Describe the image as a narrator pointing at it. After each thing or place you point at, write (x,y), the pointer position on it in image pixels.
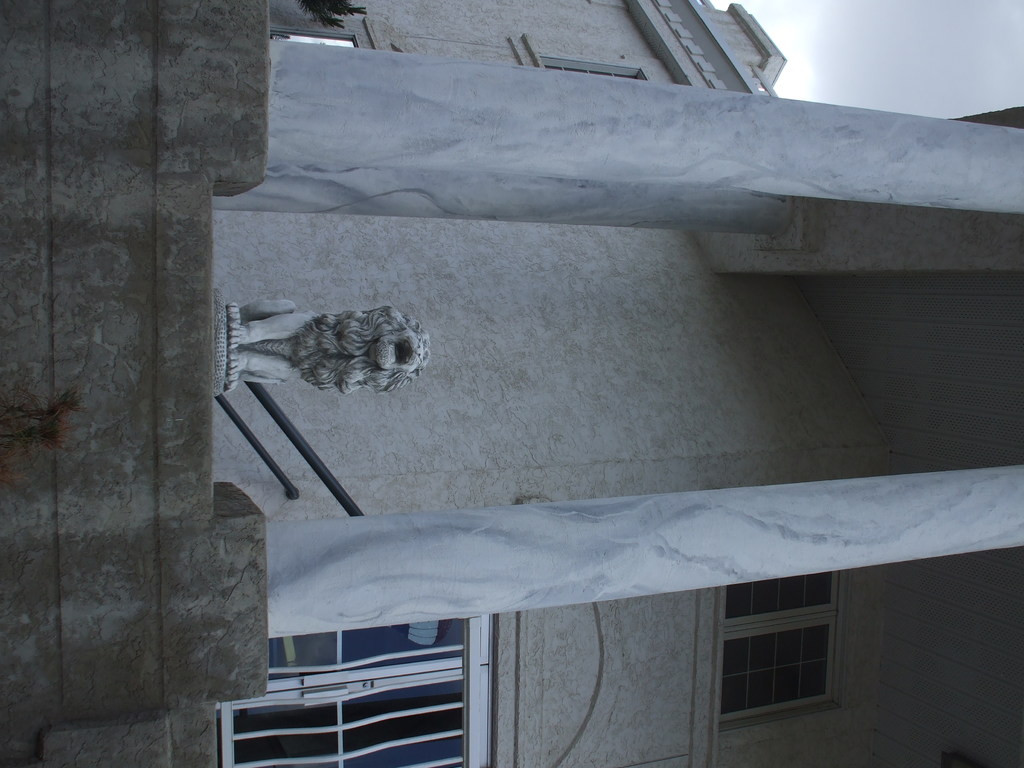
In this picture there is a building (485,475) and in the foreground (335,355) there is a statue of a lion (370,350) on the building (201,310) and at the back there are windows (305,698) and there is a hand rail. In the foreground (303,94) there are two pillars (398,601). At the top (916,80) there is sky (851,30) and there are clouds (851,30). At the bottom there is a plant (51,418).
